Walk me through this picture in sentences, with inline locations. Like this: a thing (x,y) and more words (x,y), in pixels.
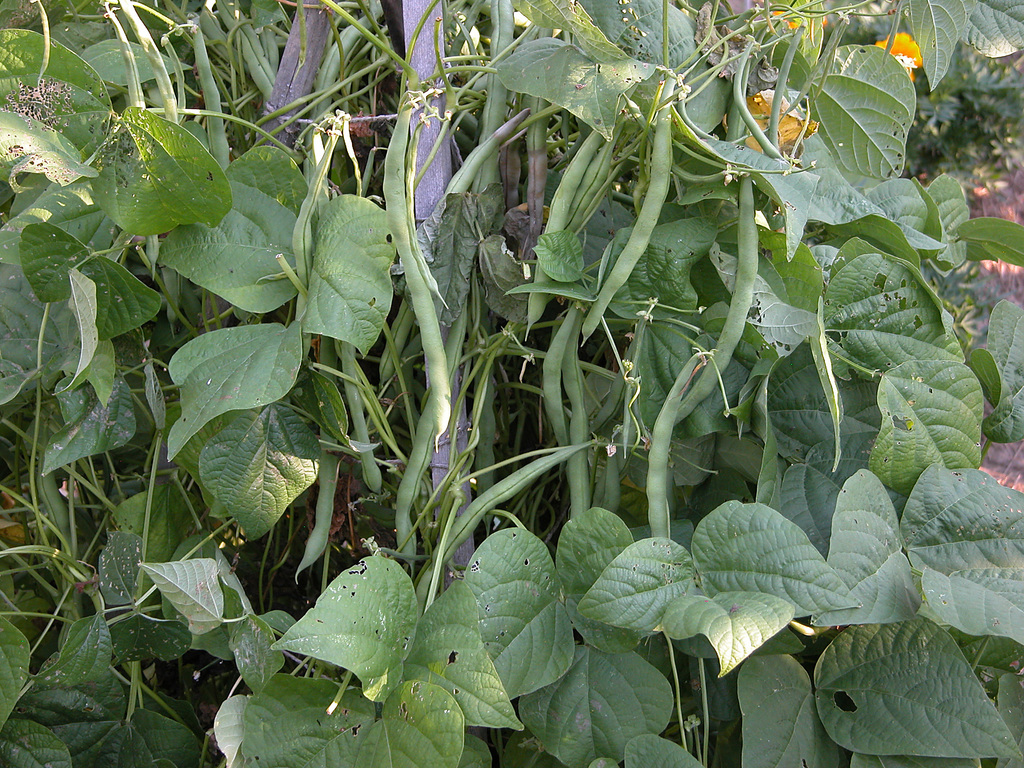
In this image there are wooden sticks (310,70). Front side of the image there are creeper plants (384,449) having beans (415,445) and leaves (771,416). Right top there are plants (991,148) on the land (990,200).
